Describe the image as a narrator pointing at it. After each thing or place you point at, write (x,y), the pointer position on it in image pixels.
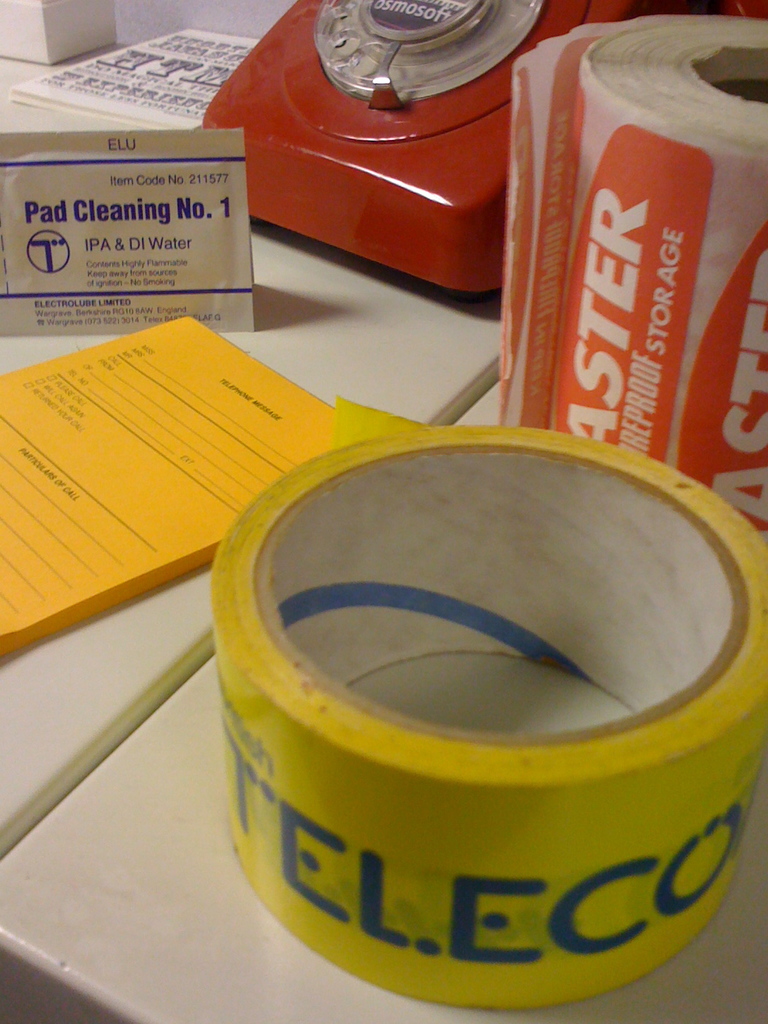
In this image we can see a telephone (332,220), a book (22,566), a tape (492,440) and a few other objects (628,369) with text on it, is placed on a surface (27,878).
